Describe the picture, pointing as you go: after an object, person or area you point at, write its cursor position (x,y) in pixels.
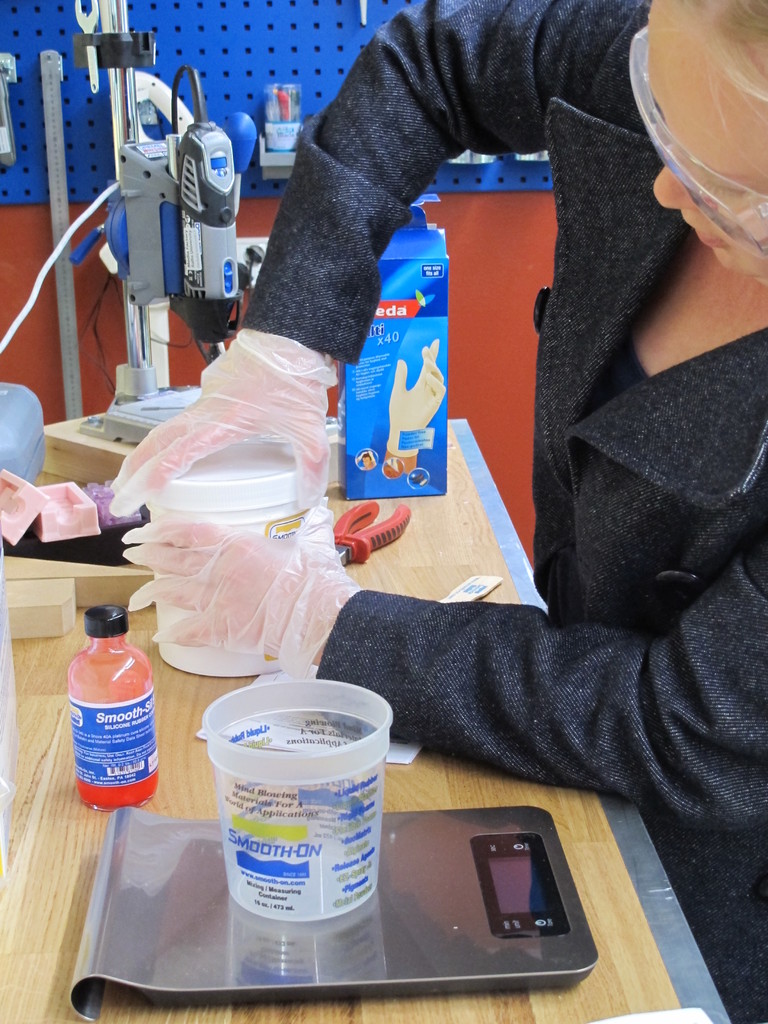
In this image I can see a person (659,275) is standing on the floor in front of a table (415,801) and holding a tub (251,669) in hand (328,601). In the background (486,305) I can see a wall (478,298), tools (153,273), machine (125,394), box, tools (357,526) and so on. This image is taken in a room (309,811).
